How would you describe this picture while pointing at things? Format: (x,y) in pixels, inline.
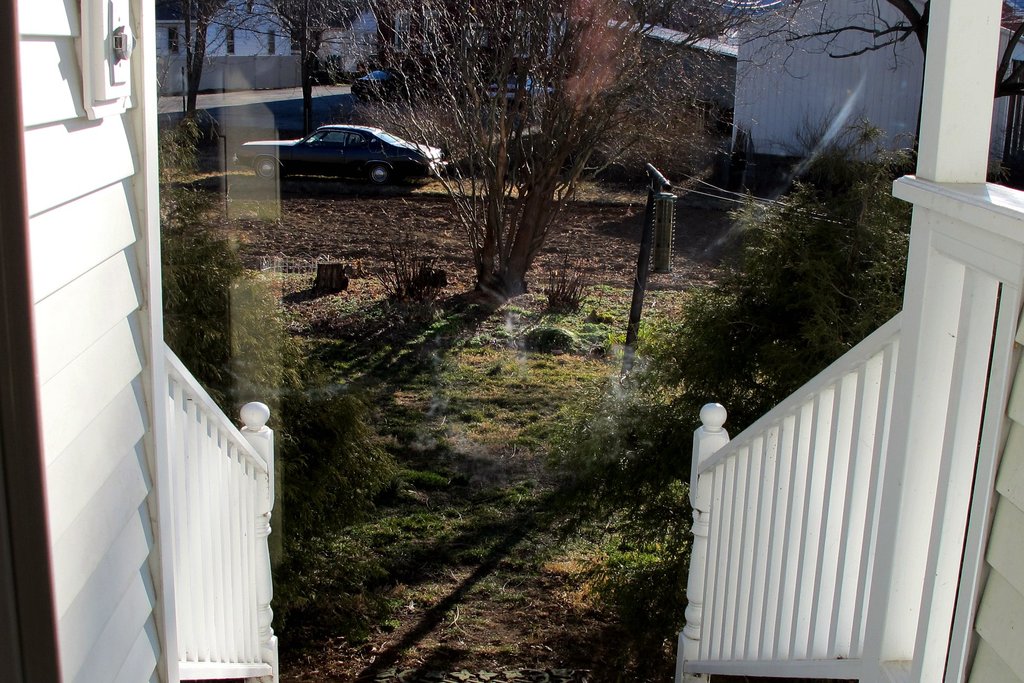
In this image I can see vehicles (412,146), trees (412,121), road (282,92), plants (214,329), houses (427,10) visible in the middle (427,313). There are some plants (736,283) visible in the middle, there is a fence (243,581) visible on the right side (901,310) and on the left side (200,522).
